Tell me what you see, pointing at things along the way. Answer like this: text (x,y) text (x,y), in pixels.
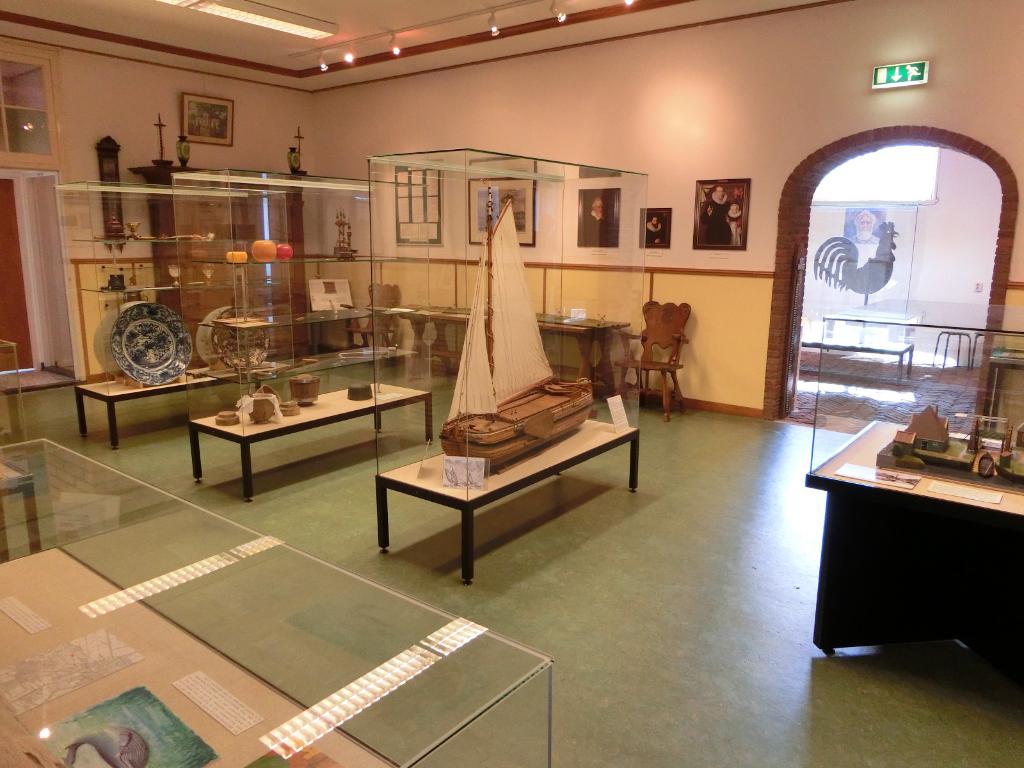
In this picture I can see a boat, ceramic plates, pots (353,396), scale model house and some other objects (31,698) in the glass boxes (288,568), there are tables (361,413), chairs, lights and some other items (987,477), and in the background (611,227) there are frames (737,208) attached to the wall (455,135).
